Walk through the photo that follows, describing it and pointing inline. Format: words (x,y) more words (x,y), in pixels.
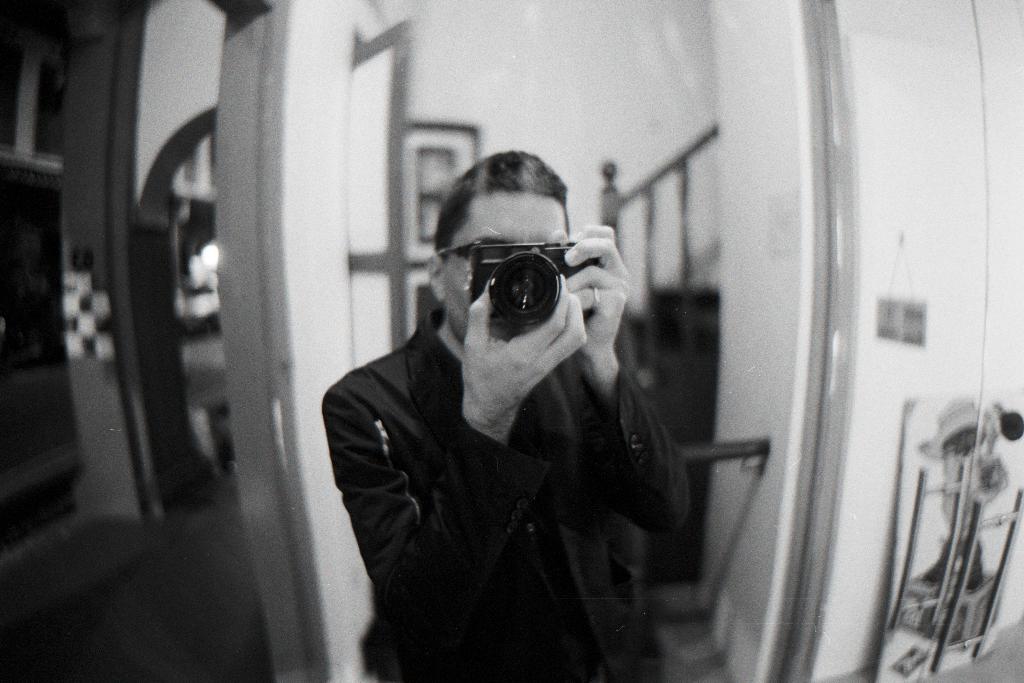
The image shows that there is a person (418,677) standing in the center (647,422) and he is clicking an image with a camera (529,277). In the background (376,150) we can see doors (377,119) and fence (649,240) of a staircase (679,194) which is on the right side (686,163). This looks like a entrance (175,344) of a building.
